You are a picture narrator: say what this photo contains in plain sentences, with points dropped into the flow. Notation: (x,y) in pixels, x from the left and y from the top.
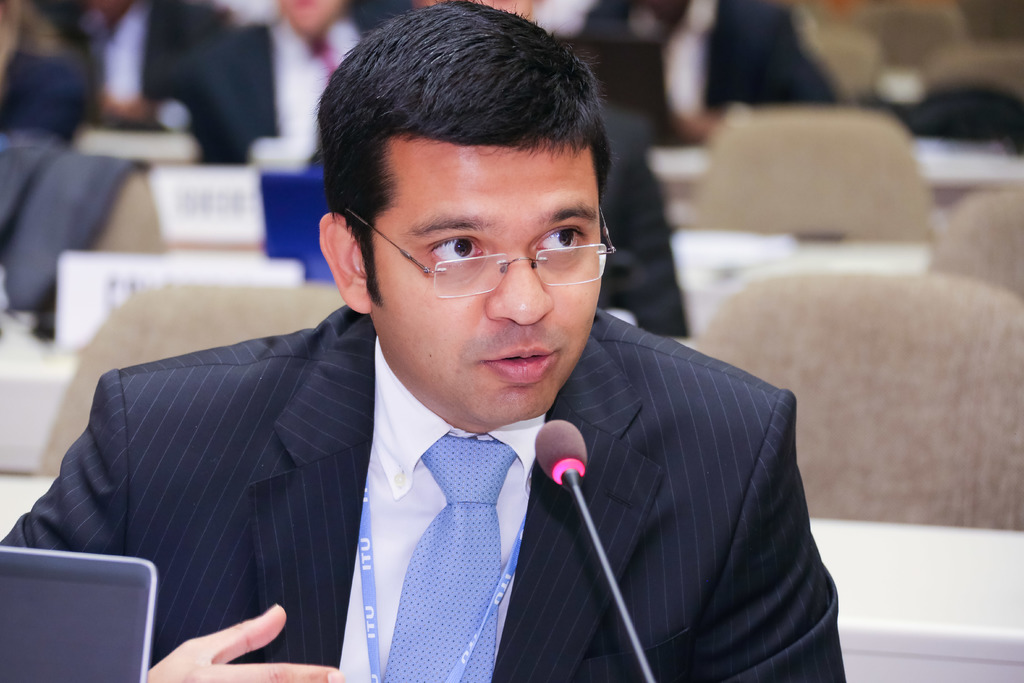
In this image I can see a person (581,407) sitting and wearing black coat (667,487) and white shirt (396,485) and blue tie (453,500). In front (547,456) I can see a mic (563,451) and laptop (103,626). Back Side I can see few people (170,42) sitting and it is blurred.
